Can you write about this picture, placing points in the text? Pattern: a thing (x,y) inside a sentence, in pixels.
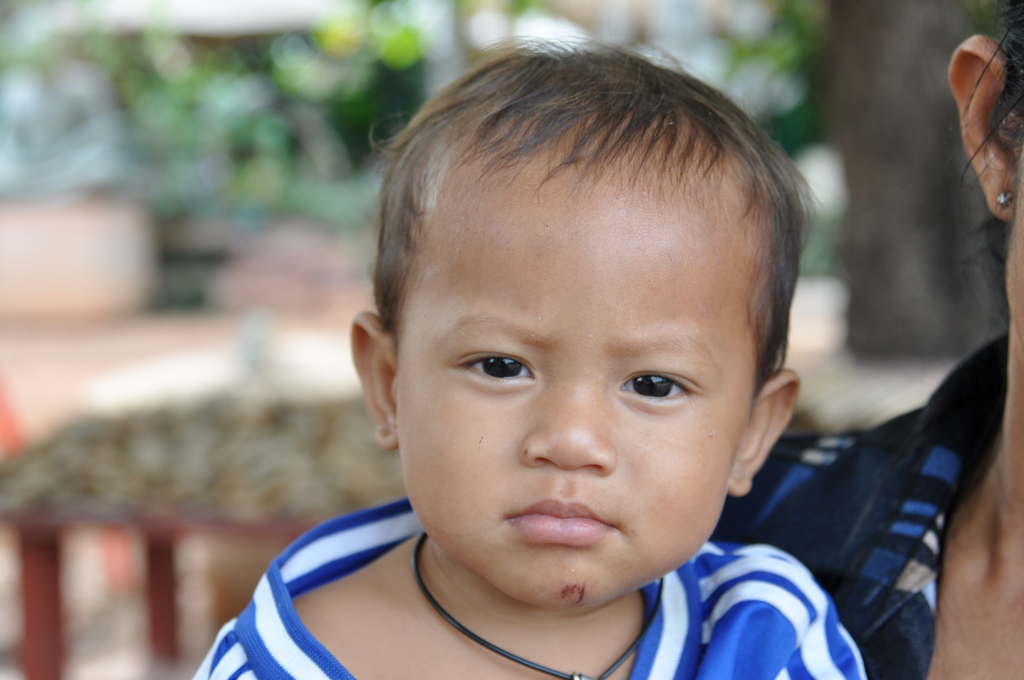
Here we can see a kid (782,388) and a person (814,450). There is a blur background (875,311).
